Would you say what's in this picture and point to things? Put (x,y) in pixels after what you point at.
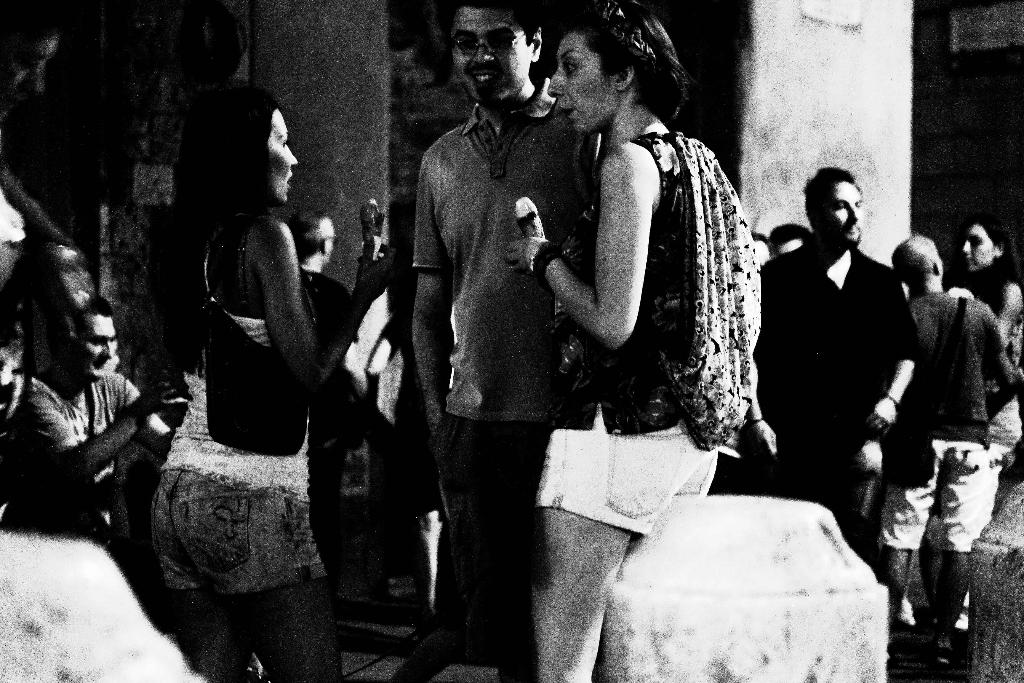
In this picture there are people (718,250) on the right (753,315) and left side of the image (276,274), it seems to be the road side view.
